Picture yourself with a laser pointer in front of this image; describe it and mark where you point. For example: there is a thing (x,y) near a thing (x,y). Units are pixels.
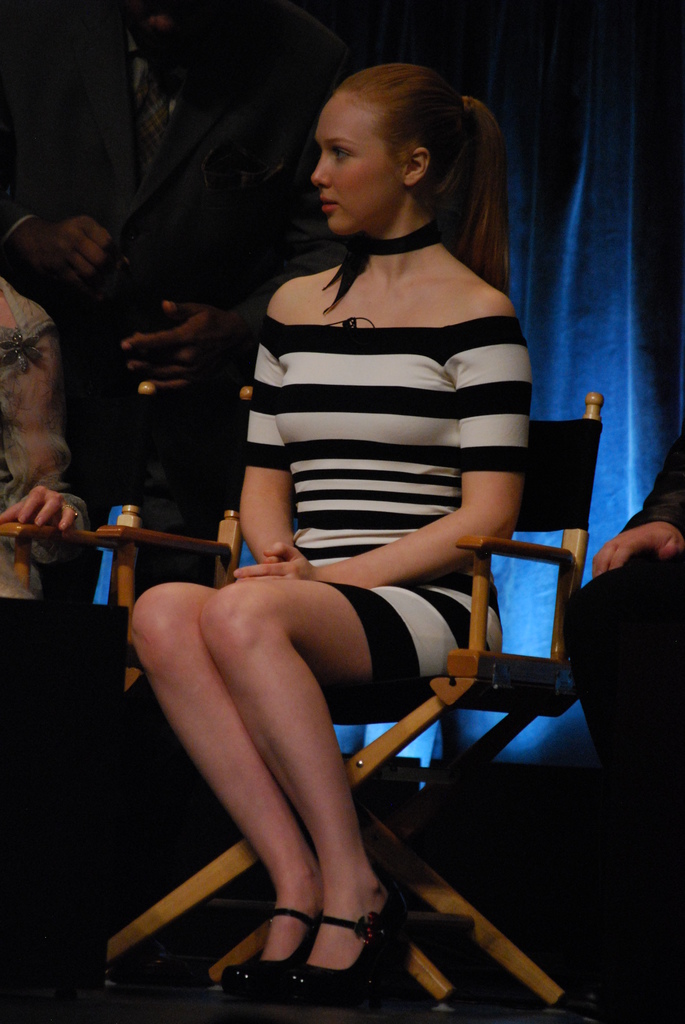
In this image I can see a lady (271,597) sitting on the chair (463,679) behind her there are so many people (661,874) and curtain (647,250) at the back (647,250).
